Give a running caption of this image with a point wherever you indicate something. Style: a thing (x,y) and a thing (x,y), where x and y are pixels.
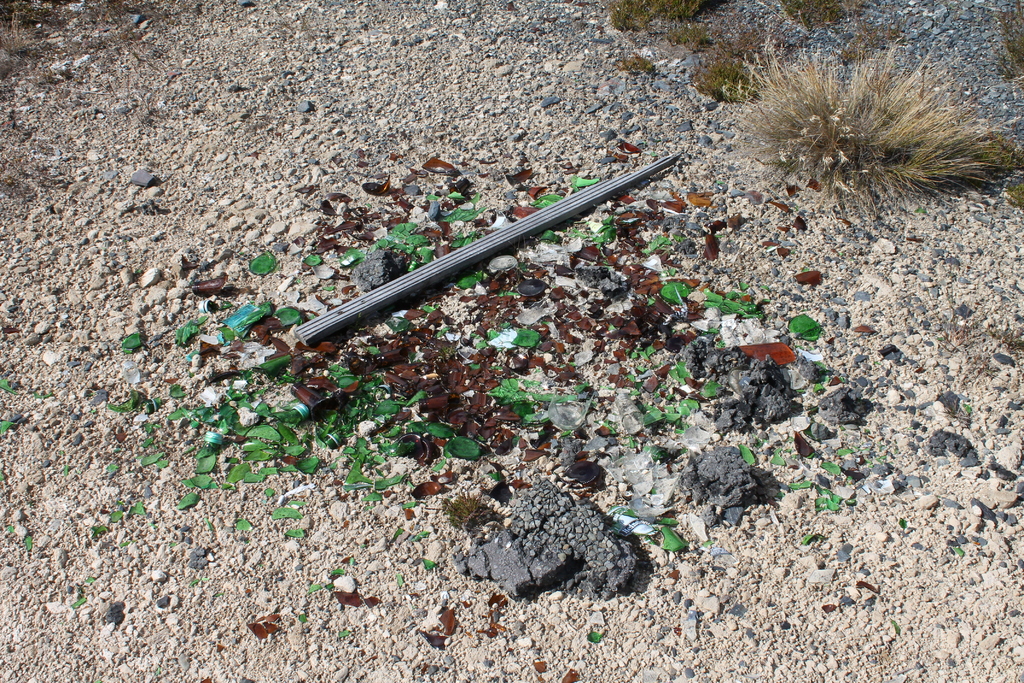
There is a wooden stick (422,278) which is on the glass pieces (433,161) and stones (636,129) of a ground (661,211), near dry grass (917,136). In the background (735,76), there is grass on the ground (286,38) and there are stones (508,22) on the ground (622,30).
